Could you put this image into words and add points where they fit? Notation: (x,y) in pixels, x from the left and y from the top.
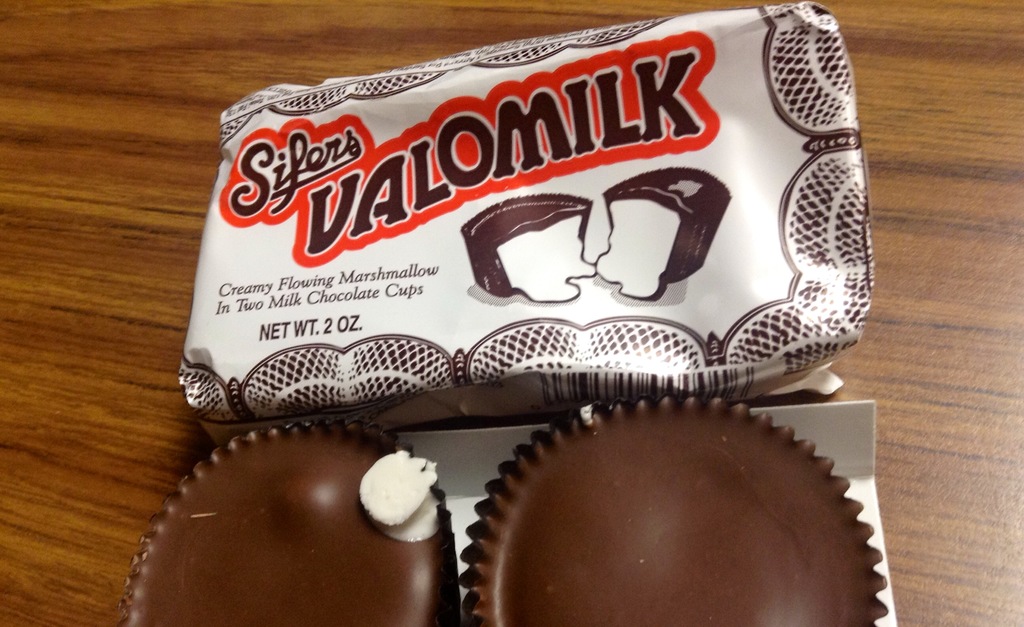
There are two chocolate cups (419,521) on the white color sheet (859,468) which is on the wooden table (913,504). Beside this sheet (830,407), there is a packet (541,342).
